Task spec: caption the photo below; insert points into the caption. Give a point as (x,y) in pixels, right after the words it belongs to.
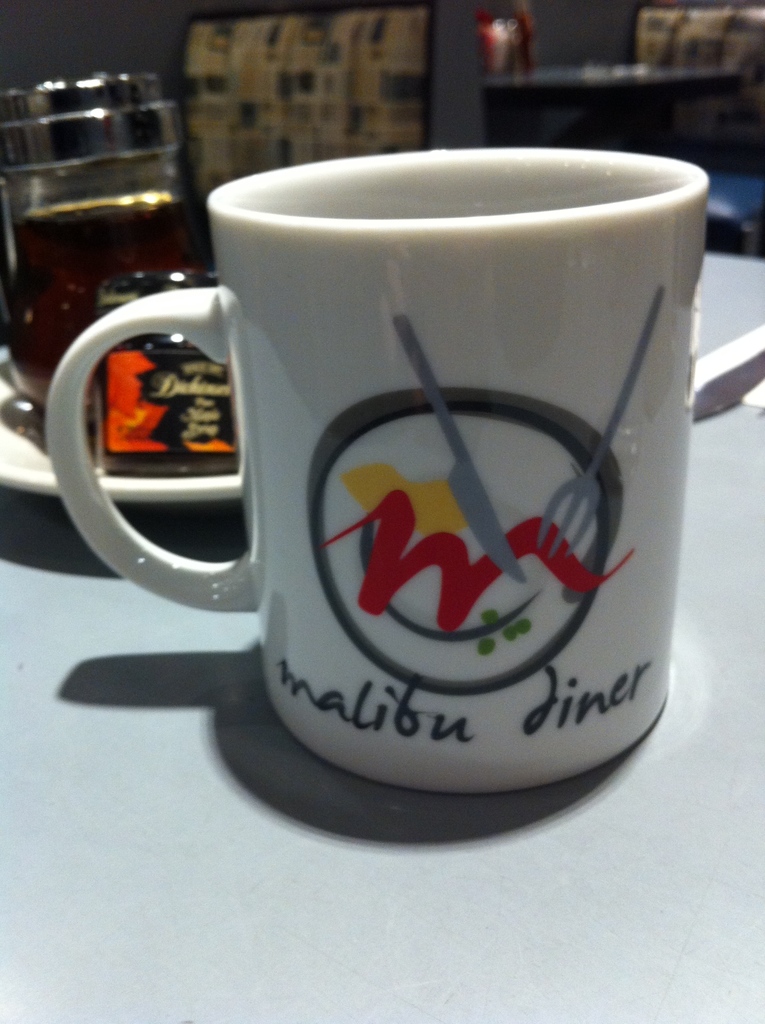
In this picture there is a cup (362,743) on the table (365,933) and there is a text (454,604) on the cup (485,638). At the back (123,295) there is a bottle (118,303) and plate (33,447) on the table (18,535) and there is a table (591,69) and there are chairs (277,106) and there is a wall (590,49).
